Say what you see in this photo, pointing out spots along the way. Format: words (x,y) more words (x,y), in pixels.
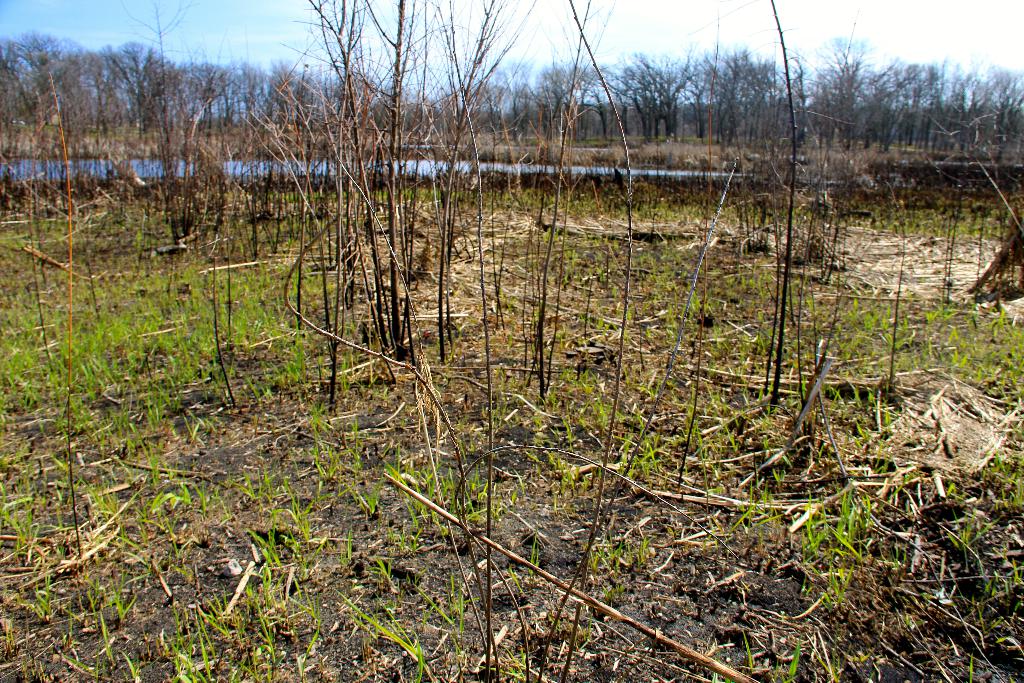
There are trees (348,61). On the ground (480,439) there are plants (239,315). In the back (238,82) there is water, sky (708,54) and trees (256,126).
